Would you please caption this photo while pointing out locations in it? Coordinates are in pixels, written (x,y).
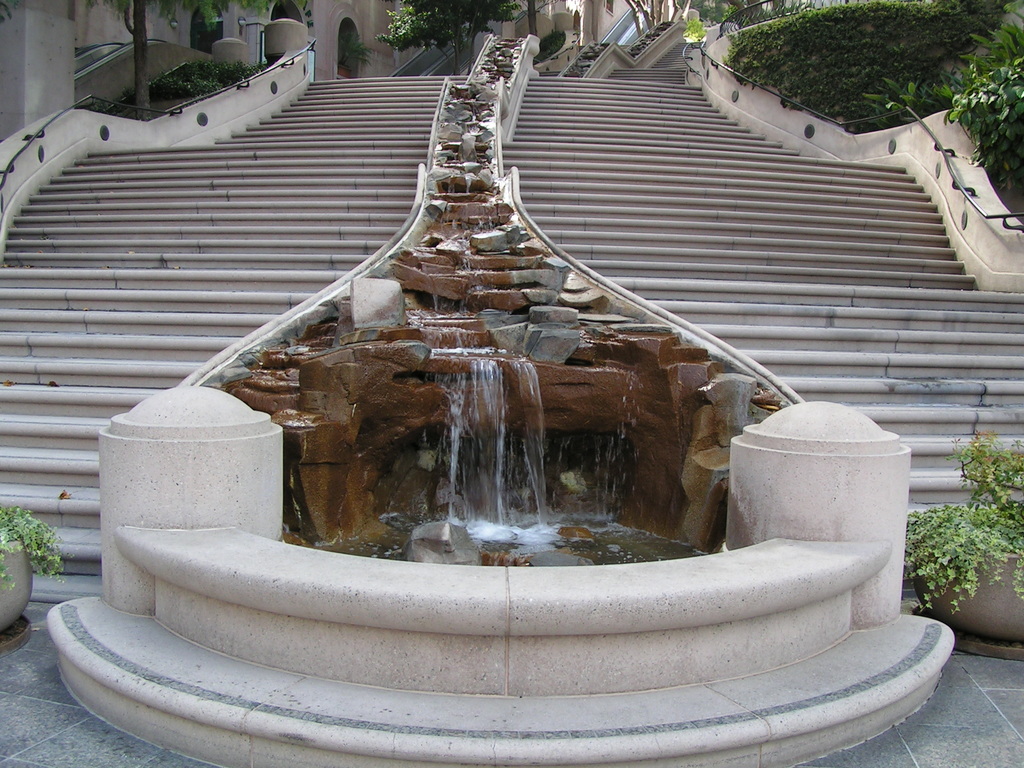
In this picture we can see there is a staircase (620,162). In between the staircase (358,131) there is a fountain (453,131). On the left (145,58) and right side of the image (837,40) there are trees (145,58), plants (895,24) and pots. At the top of the image (376,35), it looks like a building (368,19).
